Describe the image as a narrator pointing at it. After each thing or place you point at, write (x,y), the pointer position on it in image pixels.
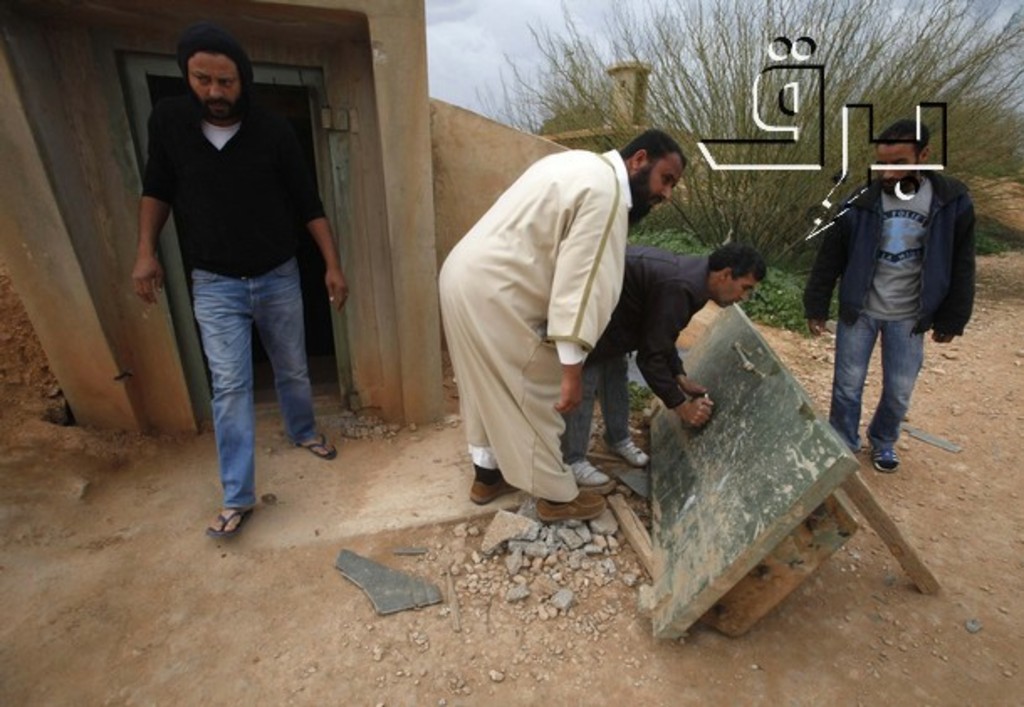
In this picture there is a person (648,298) wearing black jacket (649,311) is holding an object (731,402) in front of him and there are two persons (564,296) behind him and there are another person (907,251) in the right corner (912,297) and there is a plant (741,121) and a building (624,112) in the background (773,224).
